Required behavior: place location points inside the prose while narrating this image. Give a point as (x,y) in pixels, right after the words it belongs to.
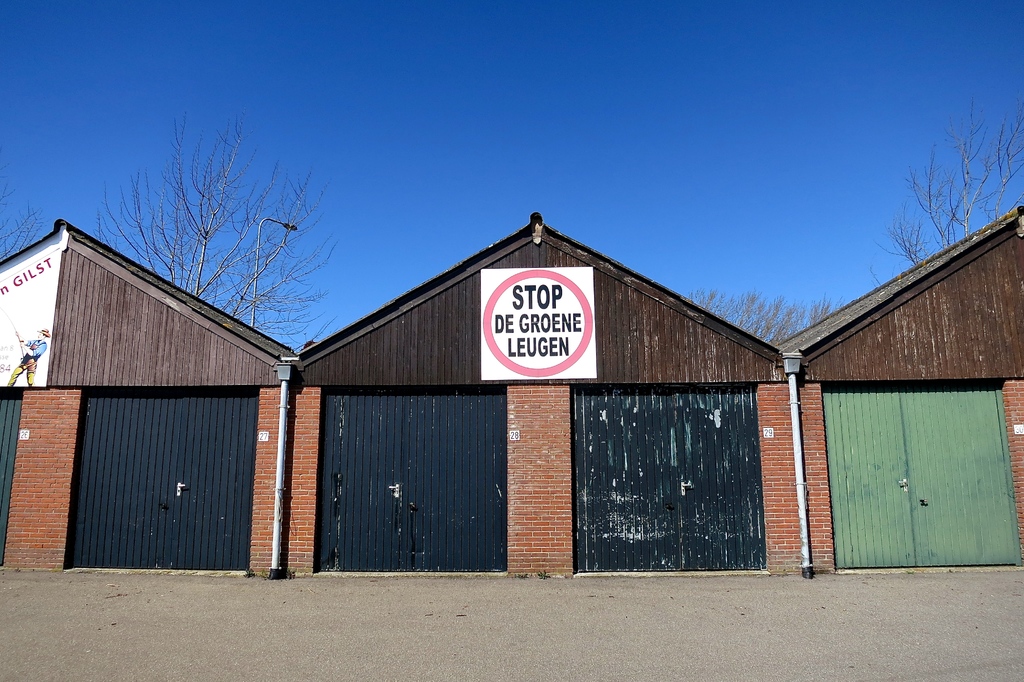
In the center of the picture (491,279) there are trees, street light (259,222) and buildings (503,467). In the foreground (520,615) it is land (641,631). In the background (497,114) we can see sky (353,103).
